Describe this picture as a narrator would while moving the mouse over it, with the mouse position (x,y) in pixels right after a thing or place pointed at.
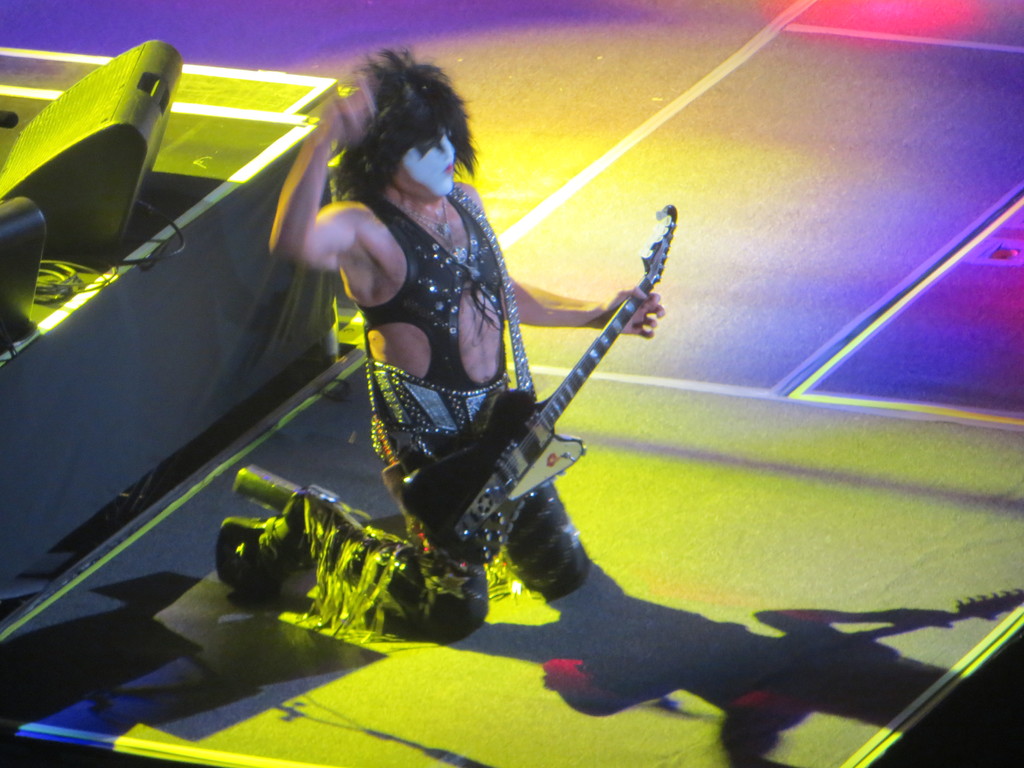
A person (414,410) is on a kneel position and is holding a guitar (499,470) and his face (450,166) is painted. On the left side (143,283) there is a stand (117,263). On that there are speakers (54,182).
